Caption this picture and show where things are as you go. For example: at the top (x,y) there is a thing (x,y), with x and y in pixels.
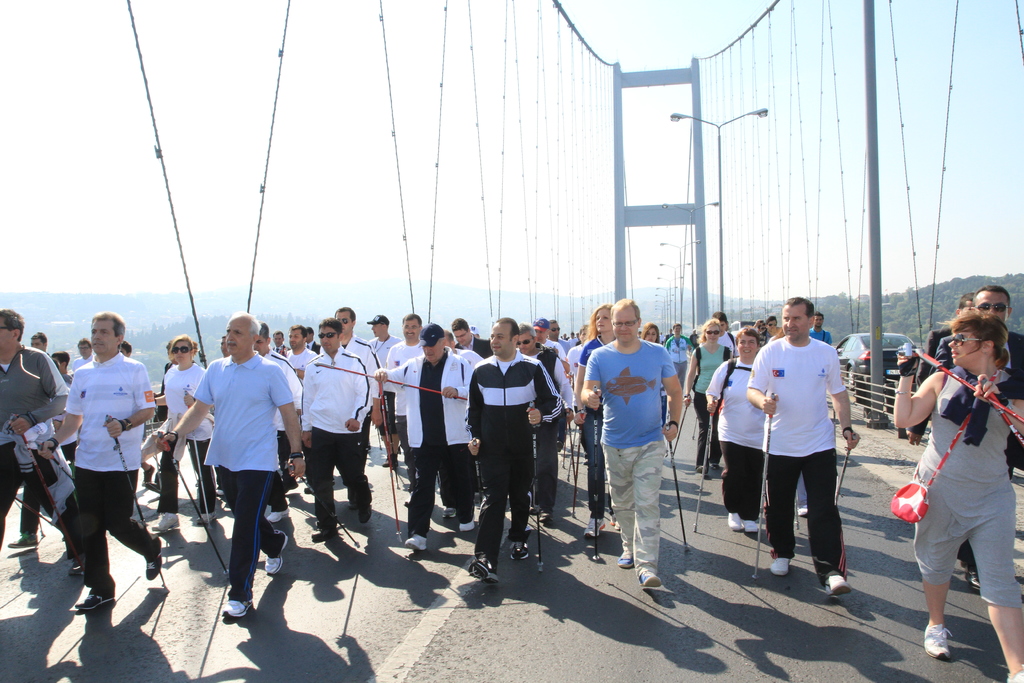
In this image many people (427,352) are walking on a road (514,590). They are holding sticks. Some are wearing goggles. Some are wearing caps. There are pillars (704,238) and light poles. Also there are ropes (592,137). In the background (786,296) there are trees (994,283) and sky (213,160).
